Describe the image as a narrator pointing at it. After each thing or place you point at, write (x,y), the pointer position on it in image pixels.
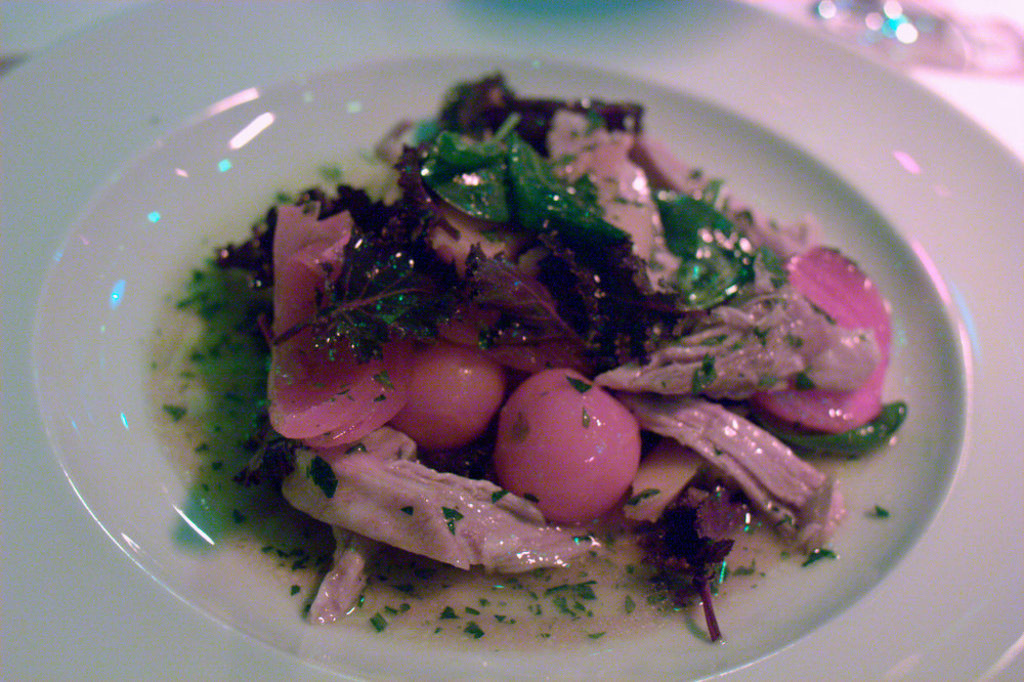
In this I can see food (540,415) in the plate (481,662) and looks like a table (29,45) in the background (1002,113).
